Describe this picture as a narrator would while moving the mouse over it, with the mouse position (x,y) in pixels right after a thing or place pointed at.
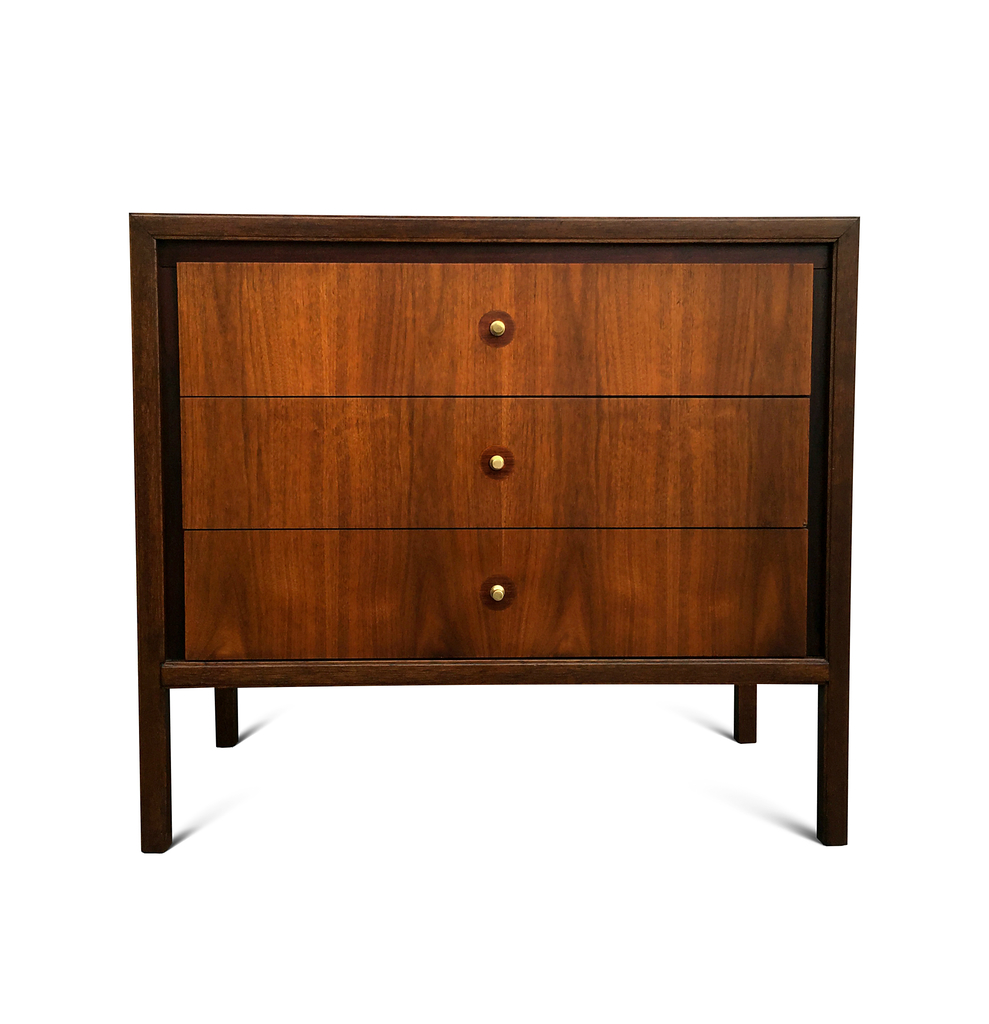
In this image there is a table (490,282) and it has three drawers (503,479).
